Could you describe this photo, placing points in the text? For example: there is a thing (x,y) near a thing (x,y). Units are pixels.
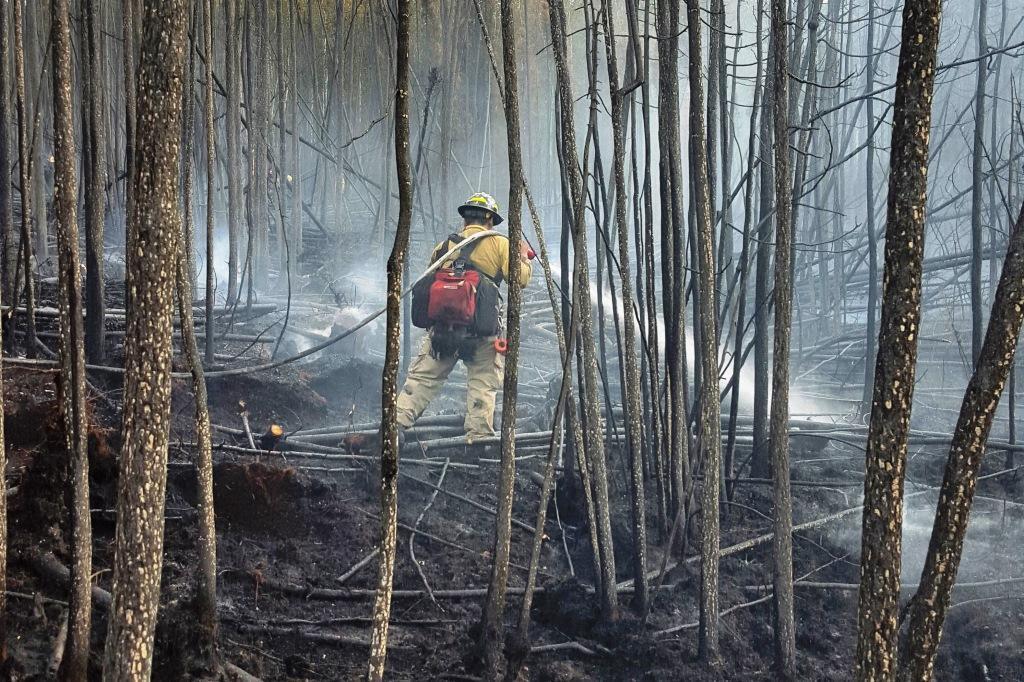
In this image we can see the bark (707,512) of trees (185,294) and a person (484,243) standing in the middle (464,250).
